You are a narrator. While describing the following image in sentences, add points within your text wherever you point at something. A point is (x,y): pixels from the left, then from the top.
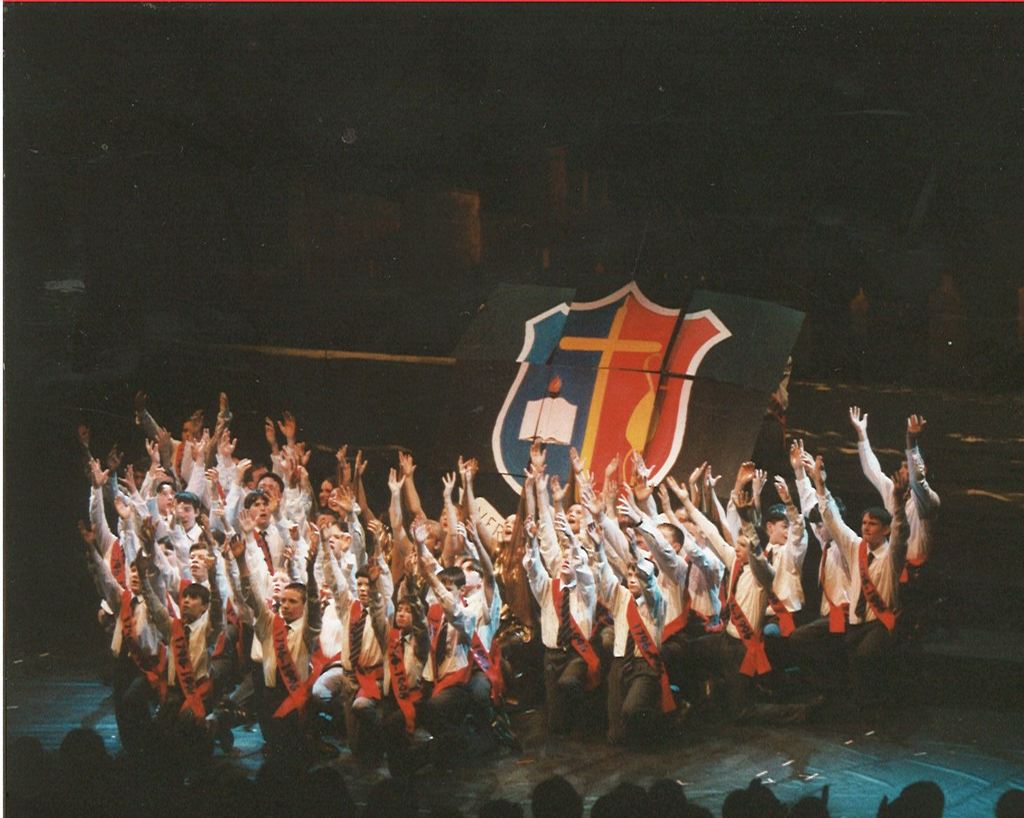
There are many people (363,590) on the stage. In the back (612,344) there is a logo (592,368). And the background (272,258) is dark. In the front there are some people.
